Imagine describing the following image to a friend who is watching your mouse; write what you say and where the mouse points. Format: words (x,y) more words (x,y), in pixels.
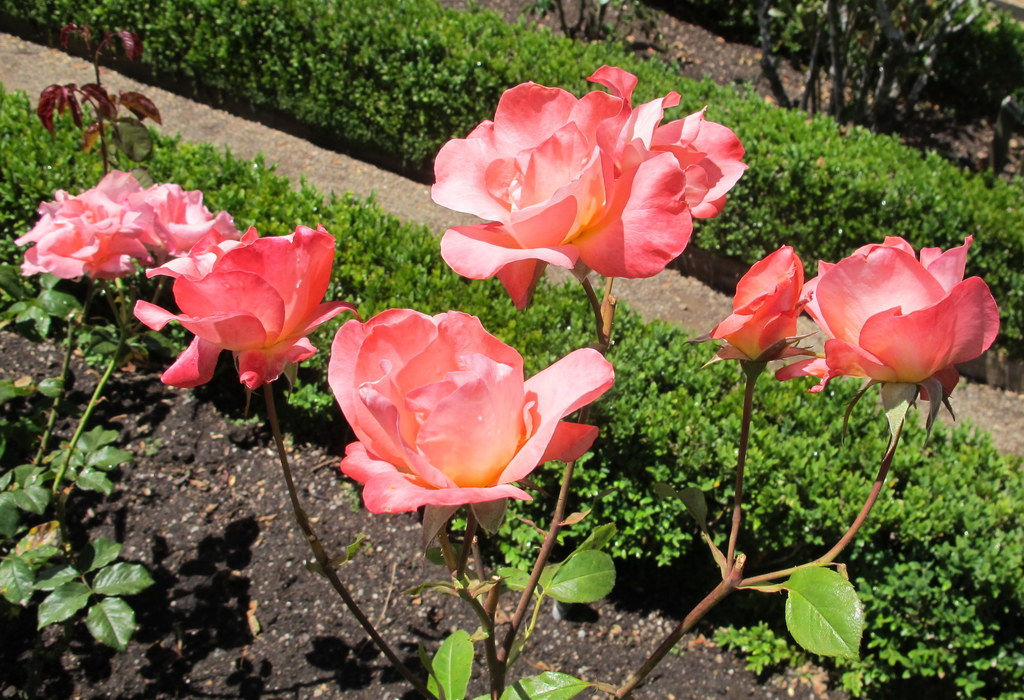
In this image, we can see some pink flowers (886,328) and we can see some plants (1001,515).
